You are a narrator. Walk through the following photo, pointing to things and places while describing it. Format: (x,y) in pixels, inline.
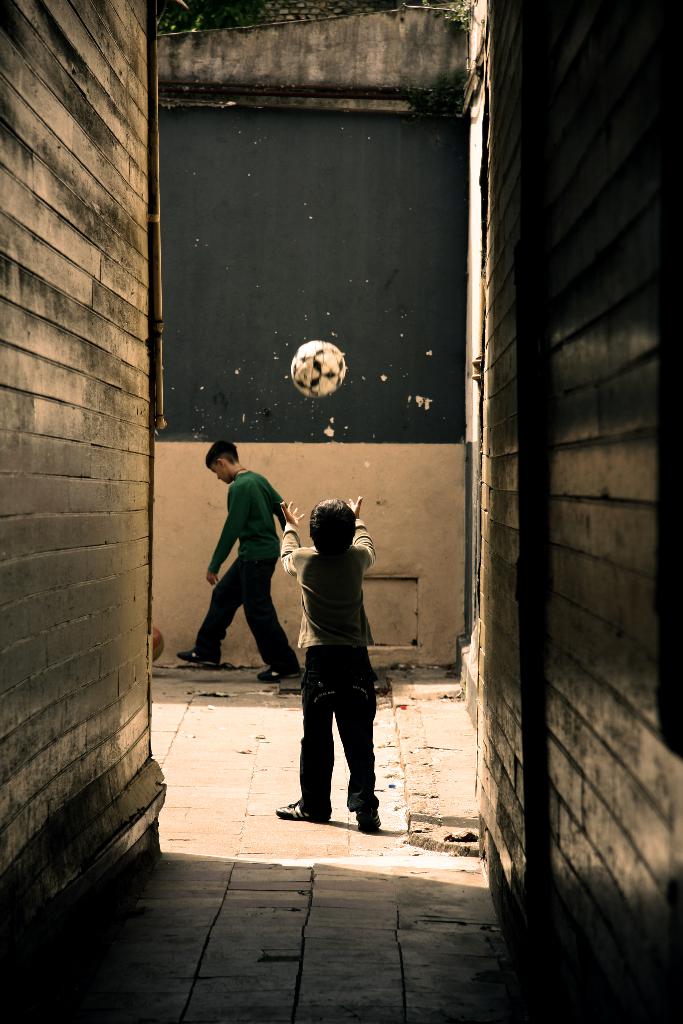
In this image there are two kids (336,624) standing at middle of this image (248,547) and there is a ball (314,374) in white color is at top of this image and there is a wall (360,359) in the background (325,253). There is a wall (89,498) at left side of this image (89,498) and right side of this image (533,238) as well, and there is a floor (245,952) at bottom of this image (316,936).
